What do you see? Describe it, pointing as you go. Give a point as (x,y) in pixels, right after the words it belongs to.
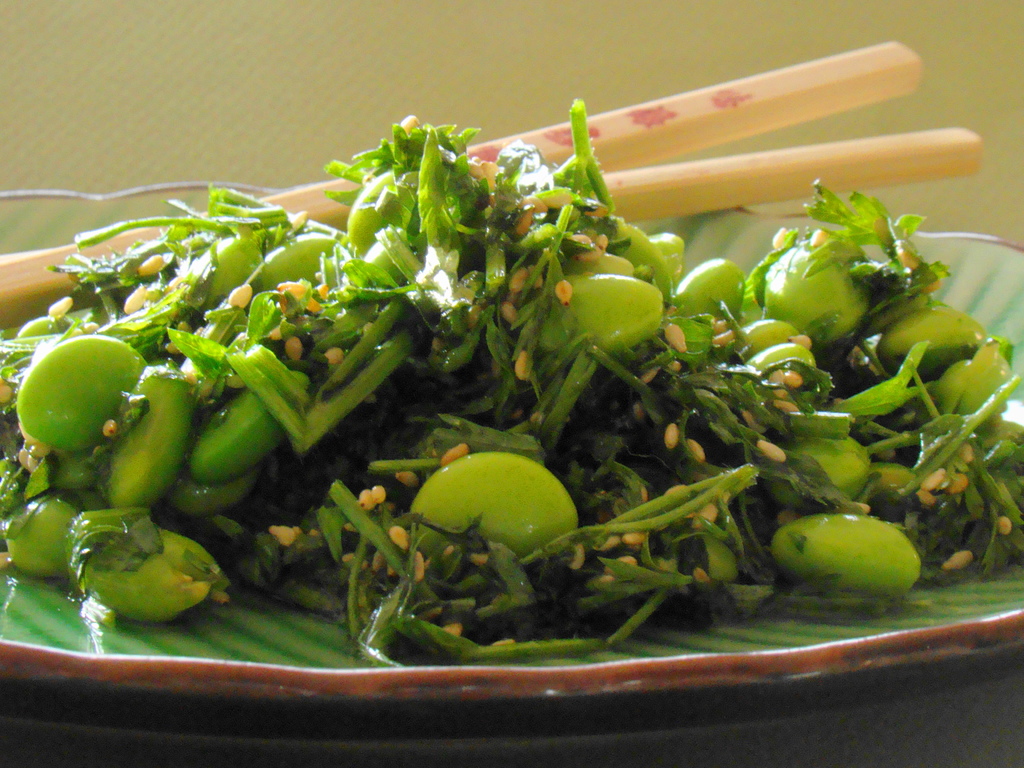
In this image there is a plate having few leafy vegetables (458,352), chopsticks (737,125) and some food (586,300) on it. Plate (305,626) is kept on a table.
